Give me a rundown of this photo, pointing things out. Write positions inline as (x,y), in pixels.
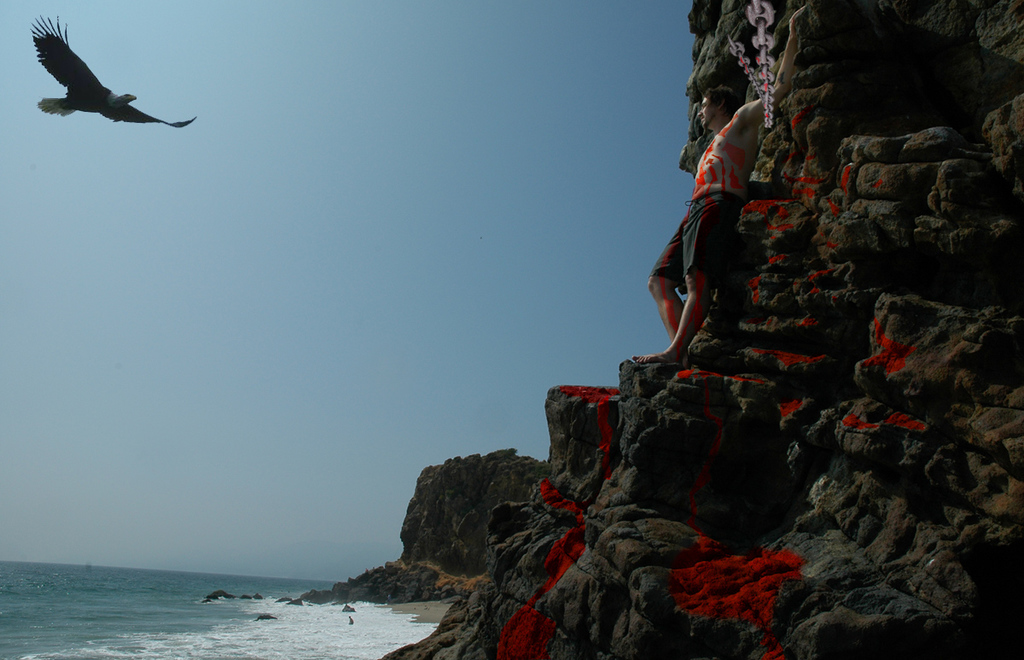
In this image on the right side (805,241) there is a mountain (785,213), and there is one person (724,248) standing. At the bottom (201,584) there is a beach (371,619), and in the top left hand corner (82,85) there is one bird (148,120) and in the background (241,249) there is sky (387,260).
